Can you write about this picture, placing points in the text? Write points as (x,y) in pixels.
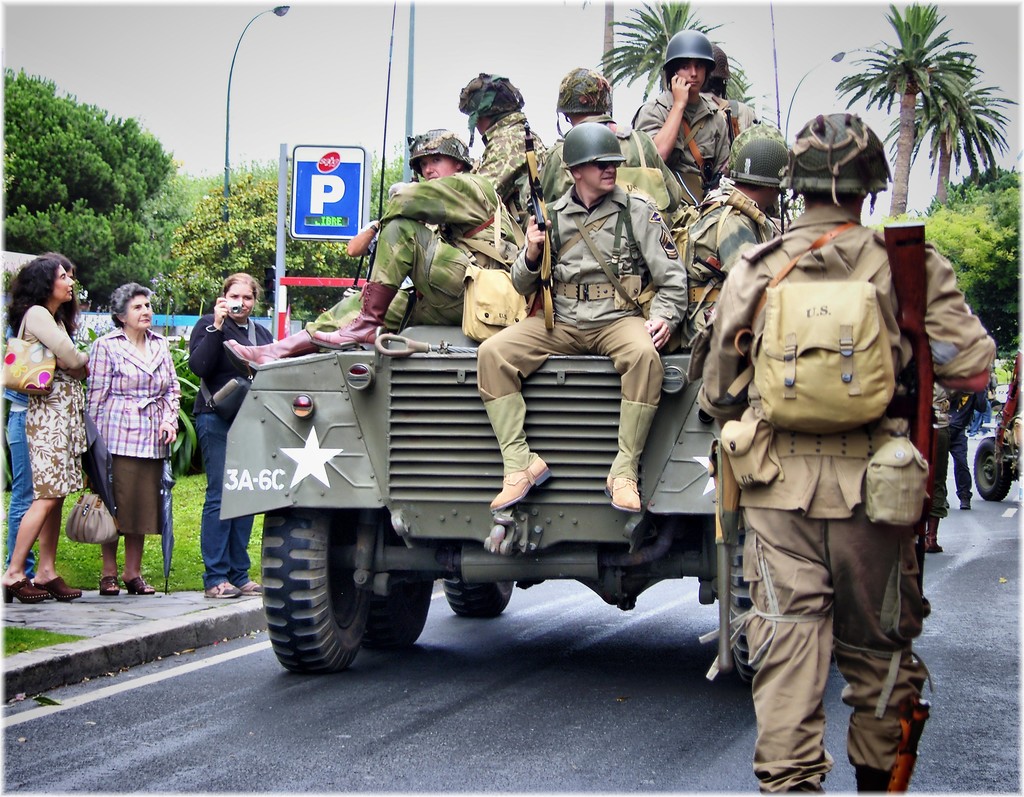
In this image I can see few people (515,259) sitting on the military tanker (431,413) wearing military uniforms (557,263) and holding guns (551,313) and wearing helmets (581,134). I can see a person (769,522) wearing military uniform (817,477), a bag (803,408) and helmet (846,160) is walking and holding a gun (911,428). In the background (206,425) I can see few people (197,354) standing on the sidewalk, a sign board (322,227), few trees (261,192), a light pole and the sky (357,87).
